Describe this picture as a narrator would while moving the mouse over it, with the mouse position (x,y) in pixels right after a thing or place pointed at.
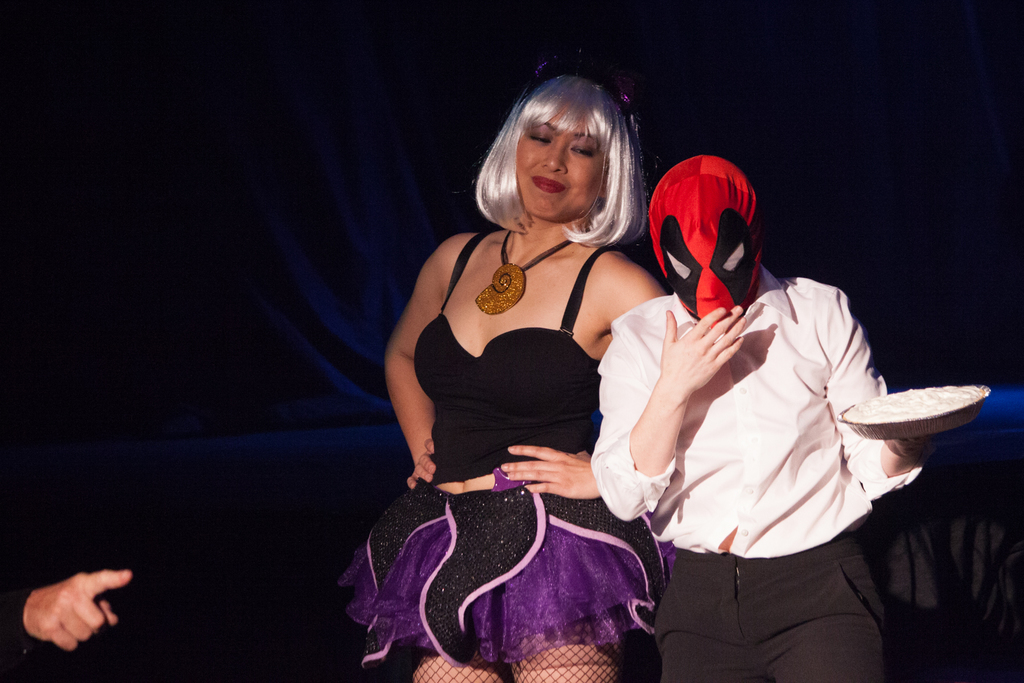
In this image there is a woman (533,332) standing, there is a man (770,386) standing, he is holding an object (891,409), he is wearing a mask (694,213), there is a person's hand (86,614) towards the left of the image (84,606), at the background of the image (279,376) there is a curtain (424,165).
